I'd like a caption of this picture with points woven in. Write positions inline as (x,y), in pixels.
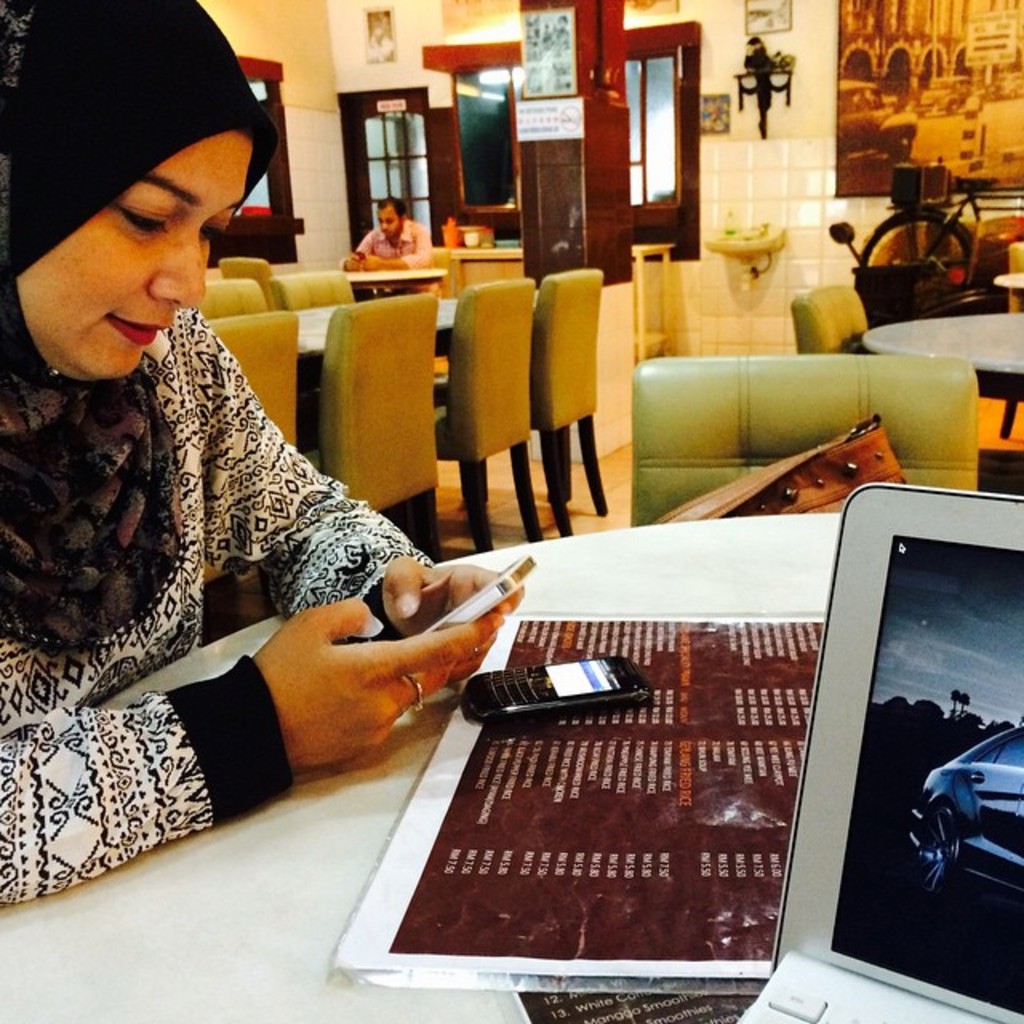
In this image I can see a woman (300,683) sitting. There are mobile phones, laptop (1020,531) and menu (370,960) on a white table (256,950). There are chairs (503,427) and a person (395,266) is sitting at the back (428,311). There is a door (360,236), window (651,187) and photo frame (567,14) at the back (682,177).
